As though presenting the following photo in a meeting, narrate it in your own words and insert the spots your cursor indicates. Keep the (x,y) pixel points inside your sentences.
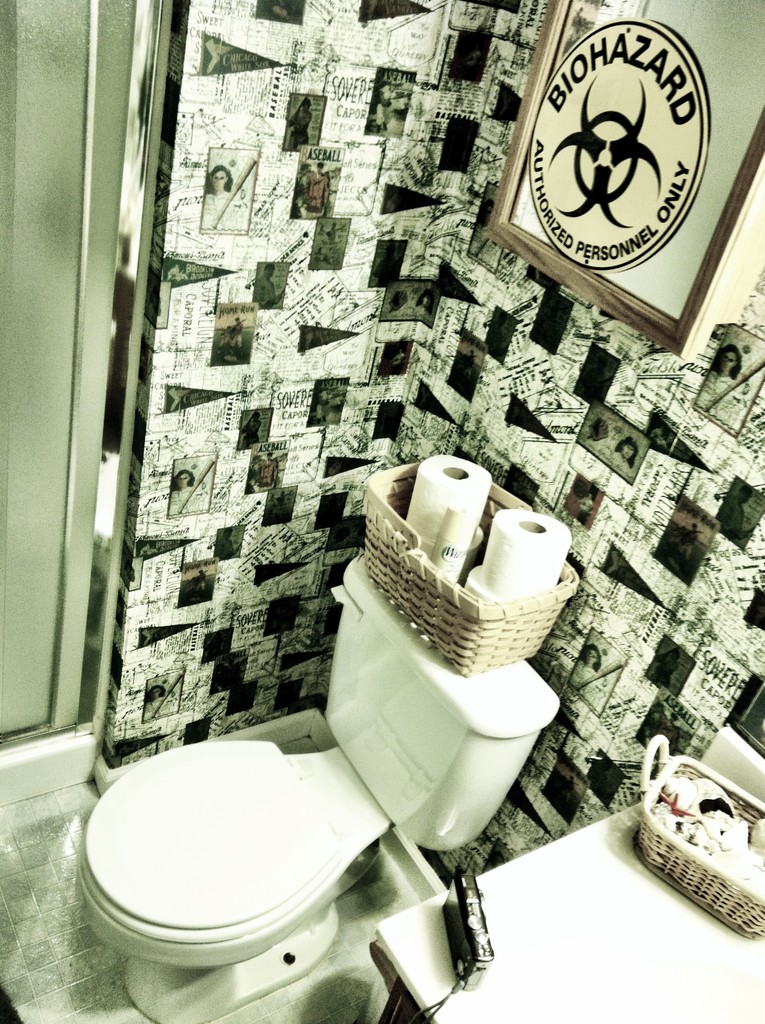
There is a toilet (200,837) with a flush (434,750). On the flush (411,687) there is a basket (443,612). inside that there are tissue (492,542). On the right corner (624,952) there is a table (583,952). On that there is a basket (699,875) with some items (739,847) inside that. Also some other thing (489,940) is there on the table (576,966). On the wall (432,220) there is a board (625,125) with something written on that. Also there is a door (69,414) on the left side (72,428).
